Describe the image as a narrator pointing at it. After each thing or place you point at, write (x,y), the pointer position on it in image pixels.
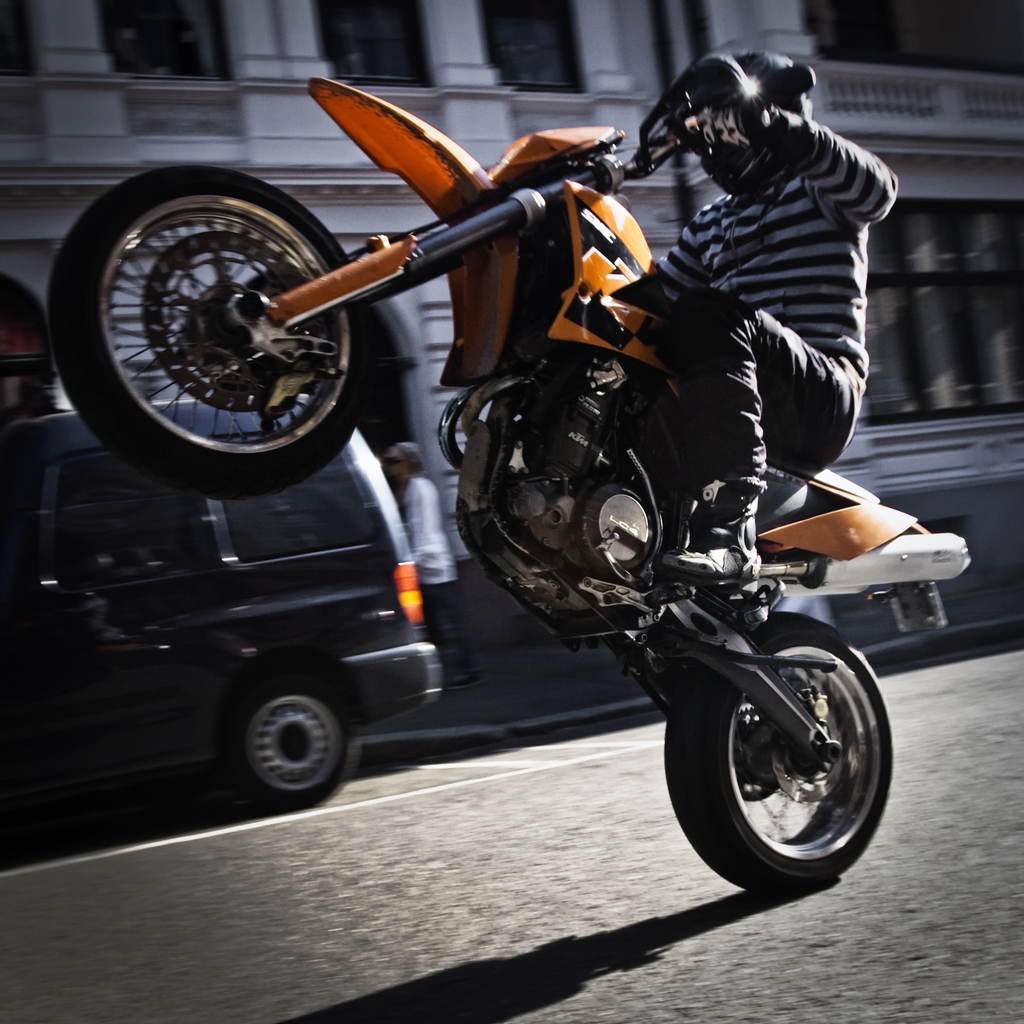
This person (767,203) is lifting his motorcycle (572,354) and riding. We can able to see building (316,112), vehicle (310,531) and a person (425,508) is standing.
